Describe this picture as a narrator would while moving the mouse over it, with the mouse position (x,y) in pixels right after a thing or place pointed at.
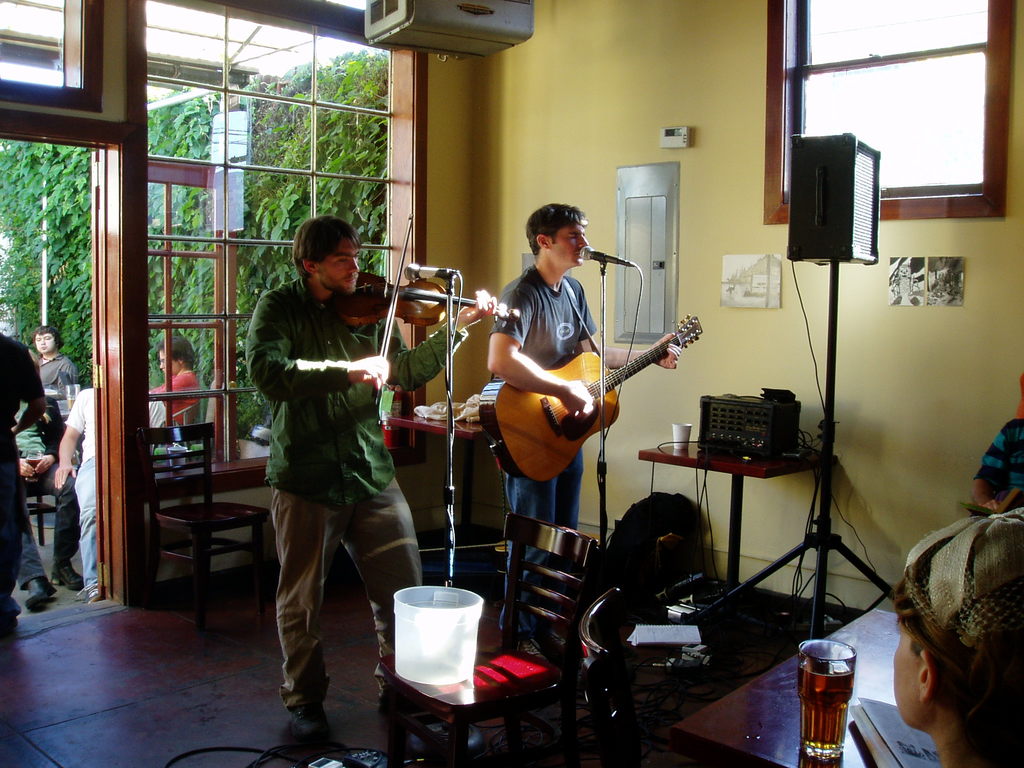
In the middle of the image (468,309) two people (529,497) are standing and playing some musical instruments (402,289). In front of them there are two microphones (409,278). Bottom right side of the image (752,717) there is a table (787,736) on the table (860,621) there is a glass (807,738) and there are two persons (917,645). Top right side of the image (701,47) there is a wall (844,487) and there is a window (1009,23). In front of the wall (811,567) there is a speaker (814,204). Behind them there is a glass window (305,100) and there is a door (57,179). Through the glass window (281,127) we can see some trees (20,221) and through the door (103,339) we can see few people (174,352) are sitting and walking.
